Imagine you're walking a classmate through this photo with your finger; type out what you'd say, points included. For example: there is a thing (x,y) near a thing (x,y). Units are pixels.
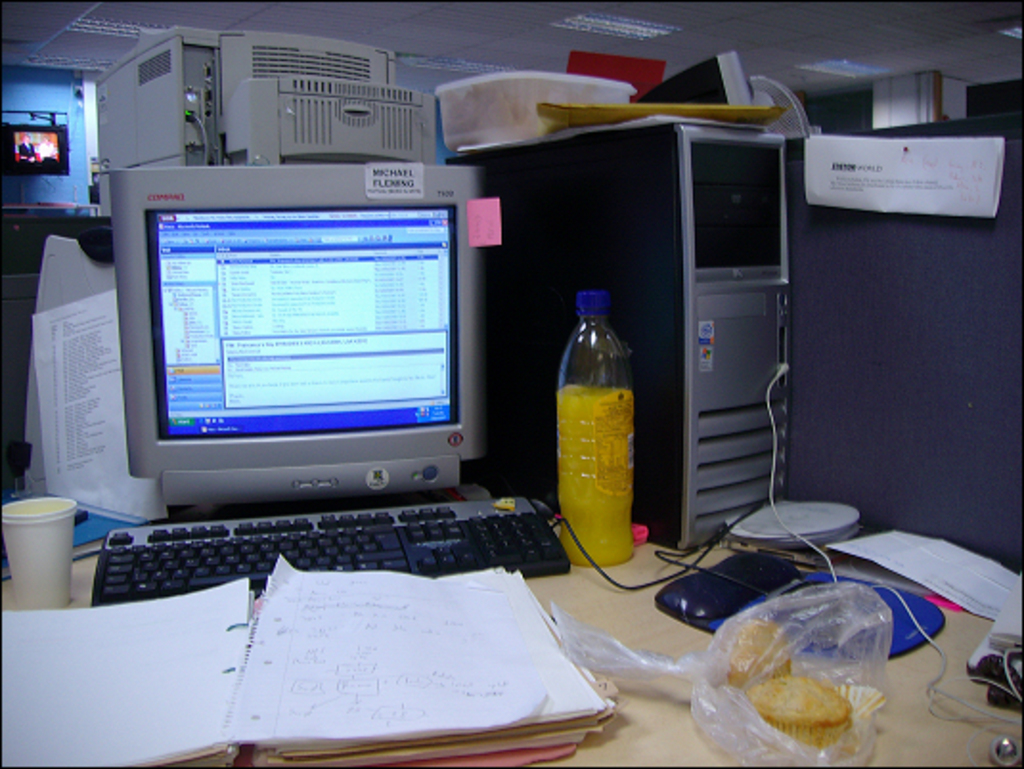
In this image I can see a system (335,479), papers (311,693), cup (48,557), food (814,691), bottle (603,490) on the table (895,689). In the background (54,135) there is a screen (63,148).
